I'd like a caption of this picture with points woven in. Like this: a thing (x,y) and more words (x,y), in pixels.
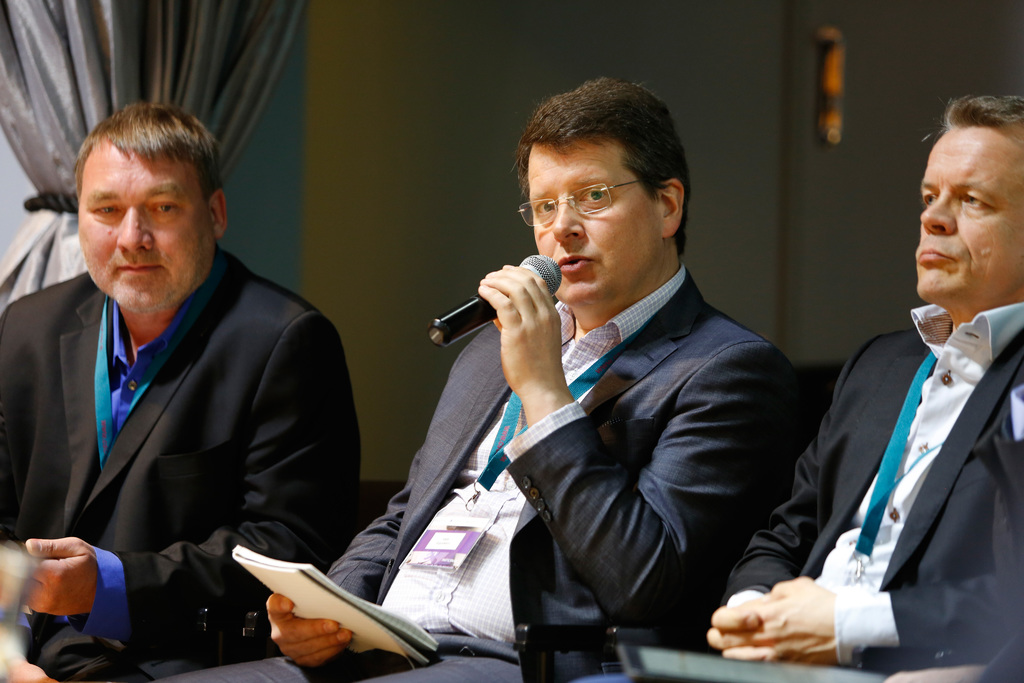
This image is taken indoors. In the background (478,111) there is a wall (375,136) and there is a curtain (61,113). On the left side of the image (86,505) a man (71,546) is sitting in the chair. On the right side of the image (826,533) another man (924,498) is sitting in the chair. In the middle of the image (612,383) a man (514,491) is sitting in the chair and he is holding a mic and a book (347,627) in his hands (553,324) and he is talking.
